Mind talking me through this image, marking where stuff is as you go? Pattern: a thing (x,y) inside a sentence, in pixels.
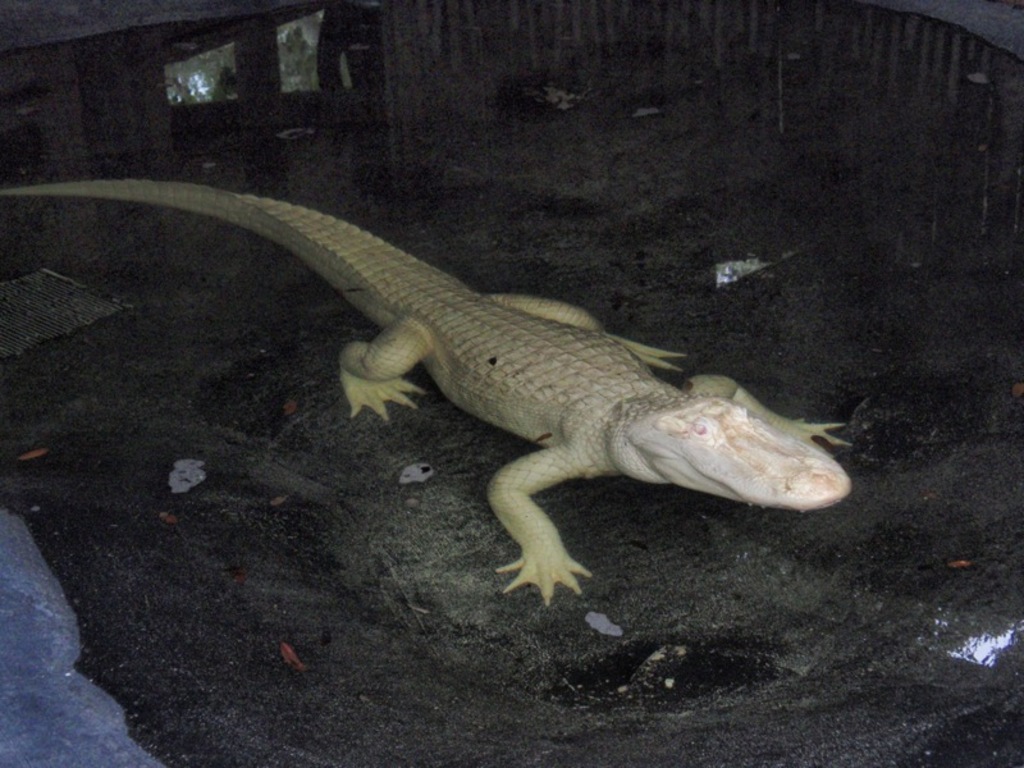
In this image I can see an alligator (505,343) on the floor (304,485).
